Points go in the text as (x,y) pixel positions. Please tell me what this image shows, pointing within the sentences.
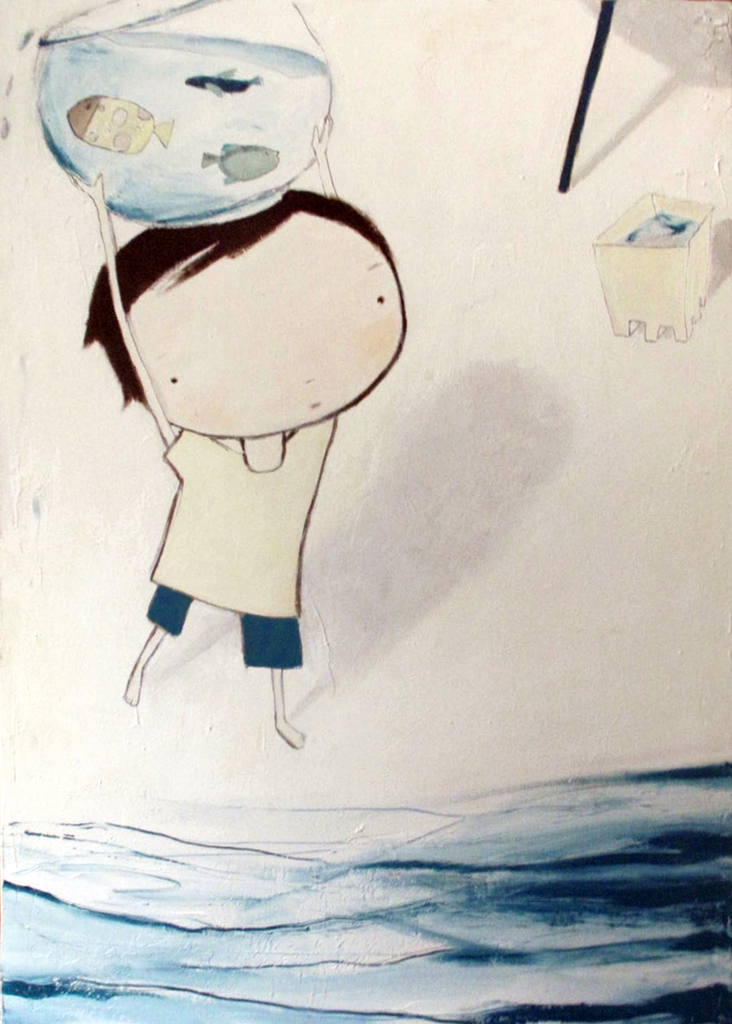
In this image there is an art (253,467) in which there is a boy (263,335) holding an aquarium (182,105). In front of him there is water (392,874). In the aquarium (221,109) there are fishes (231,148).
